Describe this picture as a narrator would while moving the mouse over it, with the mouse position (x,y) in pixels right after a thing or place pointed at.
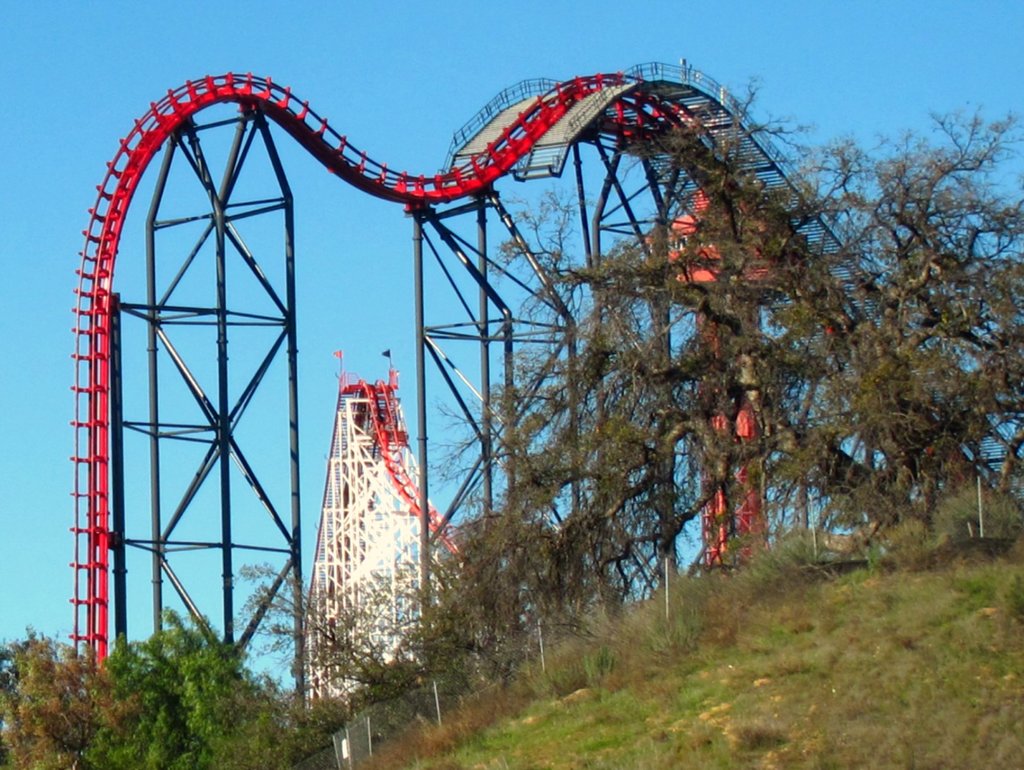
In this picture i can see the roller coaster (744,425). At the bottom (647,587) i can see the trees (455,668), fencing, plants (85,753) and grass (695,673). At the top (400,49) there is a sky (402,45).
